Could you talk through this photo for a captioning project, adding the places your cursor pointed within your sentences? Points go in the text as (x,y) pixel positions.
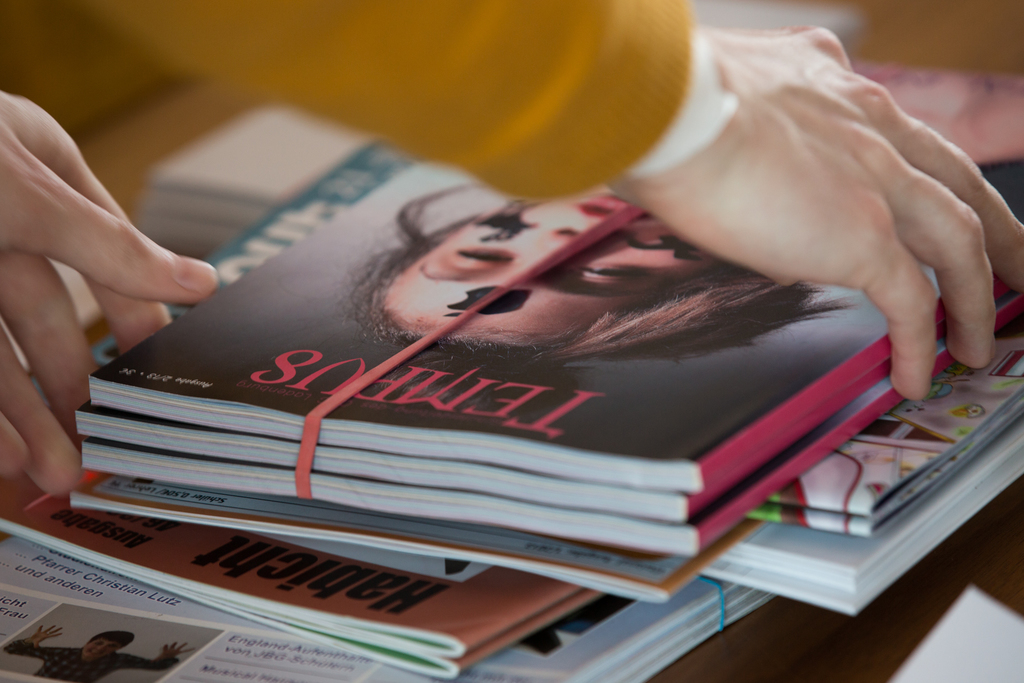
In this image we can see the hands (125,273) of a person (81,221) who is holding the books (672,405). At the bottom (671,657) there are so many books (549,632) kept one above the other.
